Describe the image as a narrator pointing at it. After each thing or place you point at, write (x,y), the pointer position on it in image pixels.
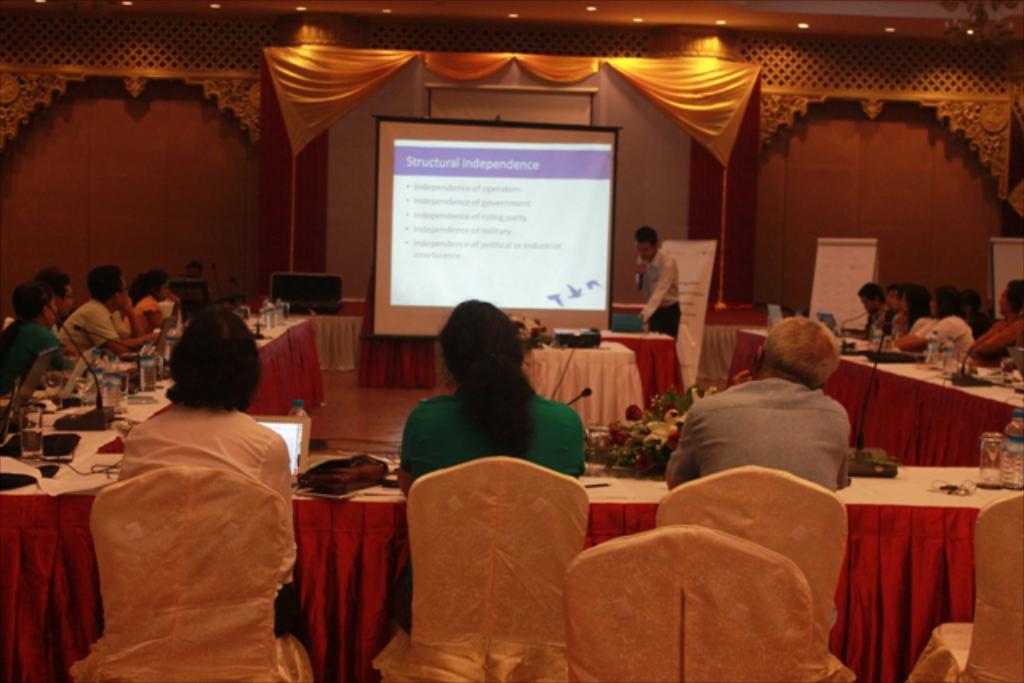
In this picture I can see many people (756,387) were sitting on the chair (690,525) near to the table (852,527). On the table (157,409) I can see the mics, bouquet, flowers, bag (333,477), laptops (276,431), cables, mouse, water glass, water bottles (147,366), tissue papers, papers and other objects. In the back (647,253) there is a man (659,270) who is standing near to the projector screen (566,302) and projector machine (586,349). Behind him I can see the banners (818,303). At the top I can see the lights (964,24).
